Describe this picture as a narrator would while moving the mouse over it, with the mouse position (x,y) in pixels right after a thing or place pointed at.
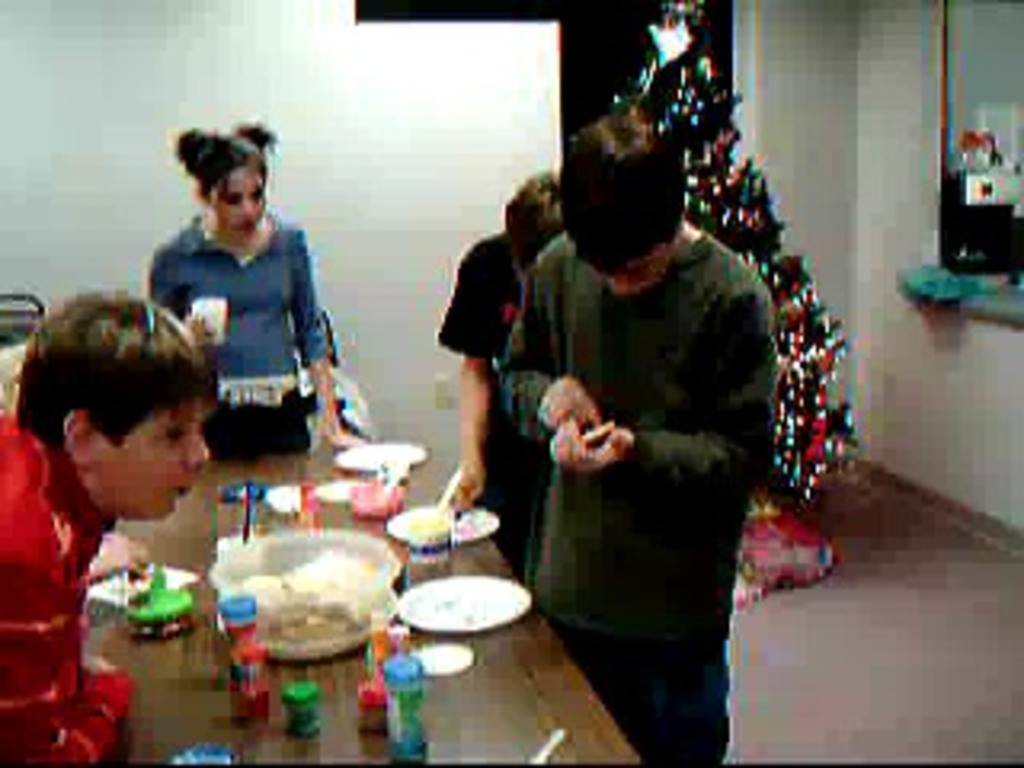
Here we can see that group of people (467,259) are standing, and in front (259,504) here is the table (263,518) and plates (445,615) and many other objects (374,510) on it, and here is the wall (181,23), and at side here is the Xmas tree (787,381).
